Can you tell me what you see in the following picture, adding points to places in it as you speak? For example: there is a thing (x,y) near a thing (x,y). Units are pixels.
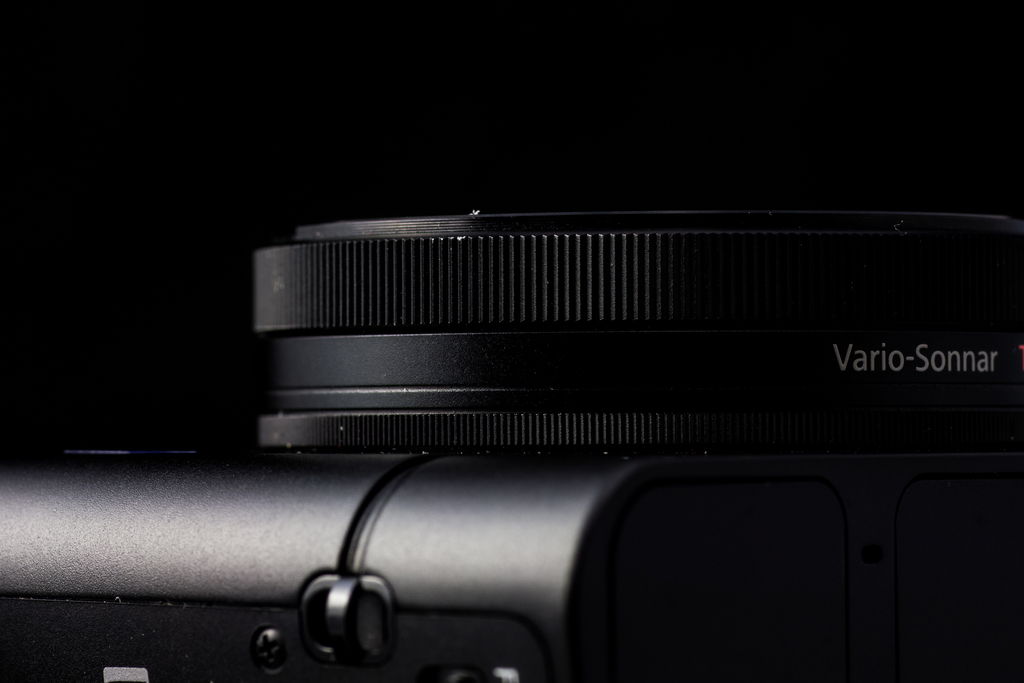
This is the zoom-in picture of a camera (543,481).
